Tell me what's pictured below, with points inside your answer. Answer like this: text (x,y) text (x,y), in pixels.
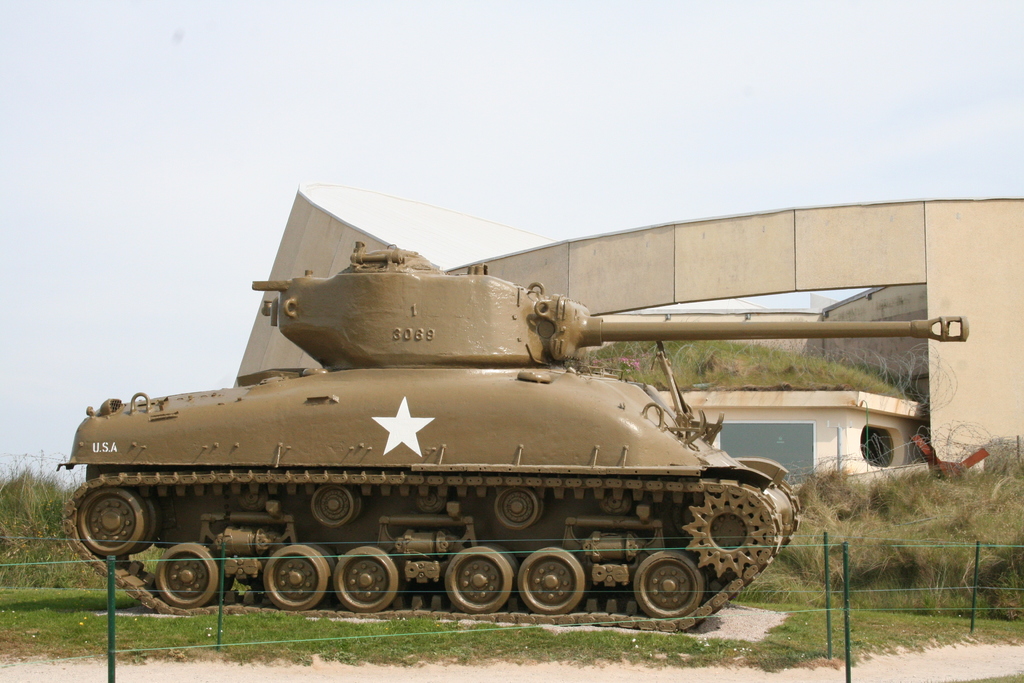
In this image, we can see a tank (543,525) on the surface (445,679). Here we can see grass (56,600), poles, plants (58,561) and house (836,438). Here we can see few objects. Background (9,285) there is the sky (502,143).
